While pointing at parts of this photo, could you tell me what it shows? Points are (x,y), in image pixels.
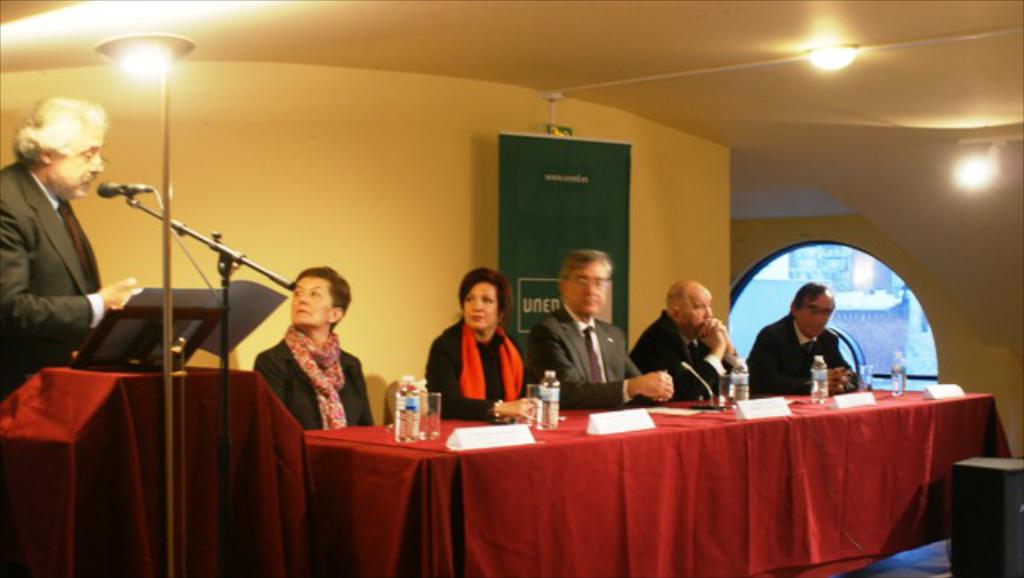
In the image we can see there are people (519,356) sitting on the chair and on the table (735,423) there are name plates (511,426) and water bottles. There is a man (71,288) standing near the podium (132,404) and in front of him there is a mic (106,191) with a stand (224,440). The women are wearing scarves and there are lights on the top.
